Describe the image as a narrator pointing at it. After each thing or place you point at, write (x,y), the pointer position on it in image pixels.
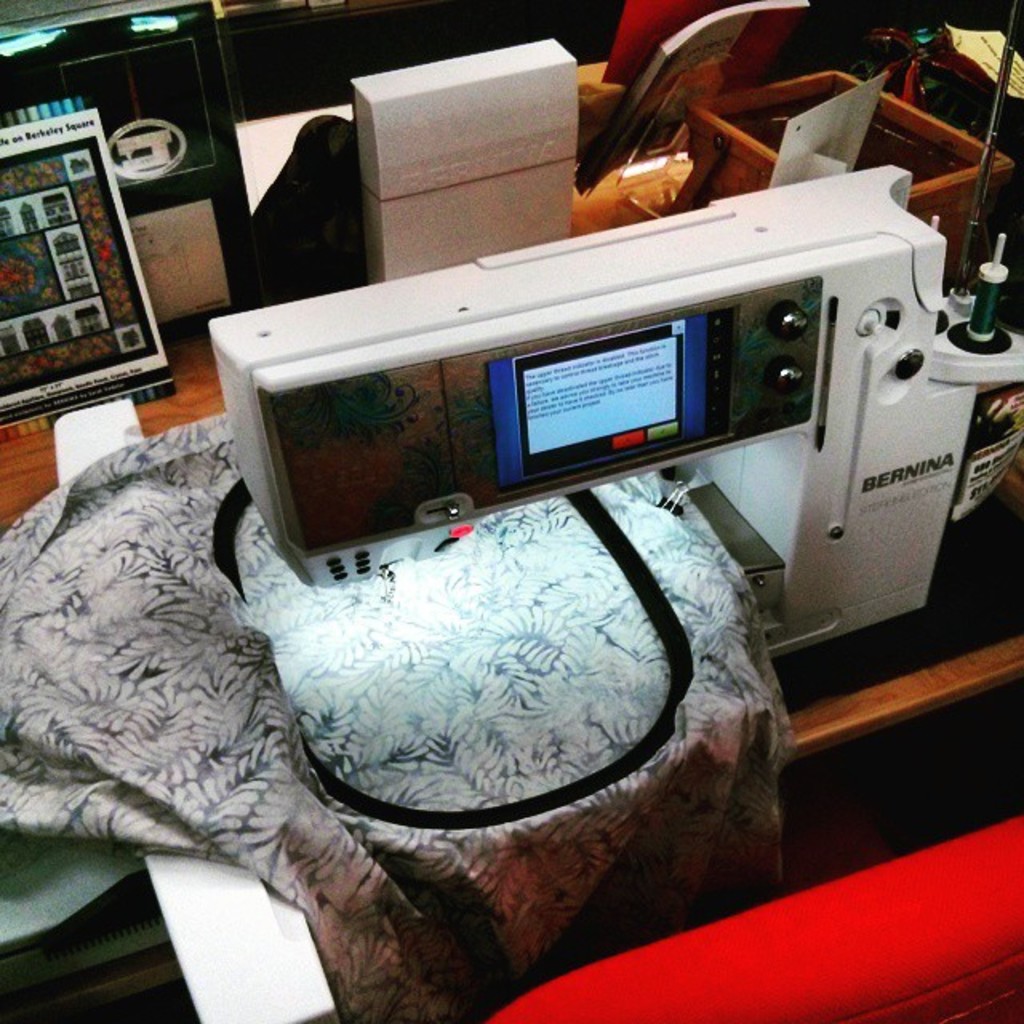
In this image I can see a sewing machine (473,381) on the table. To the side I can see the cloths (252,756), boards (11,288) and many objects (560,233).
